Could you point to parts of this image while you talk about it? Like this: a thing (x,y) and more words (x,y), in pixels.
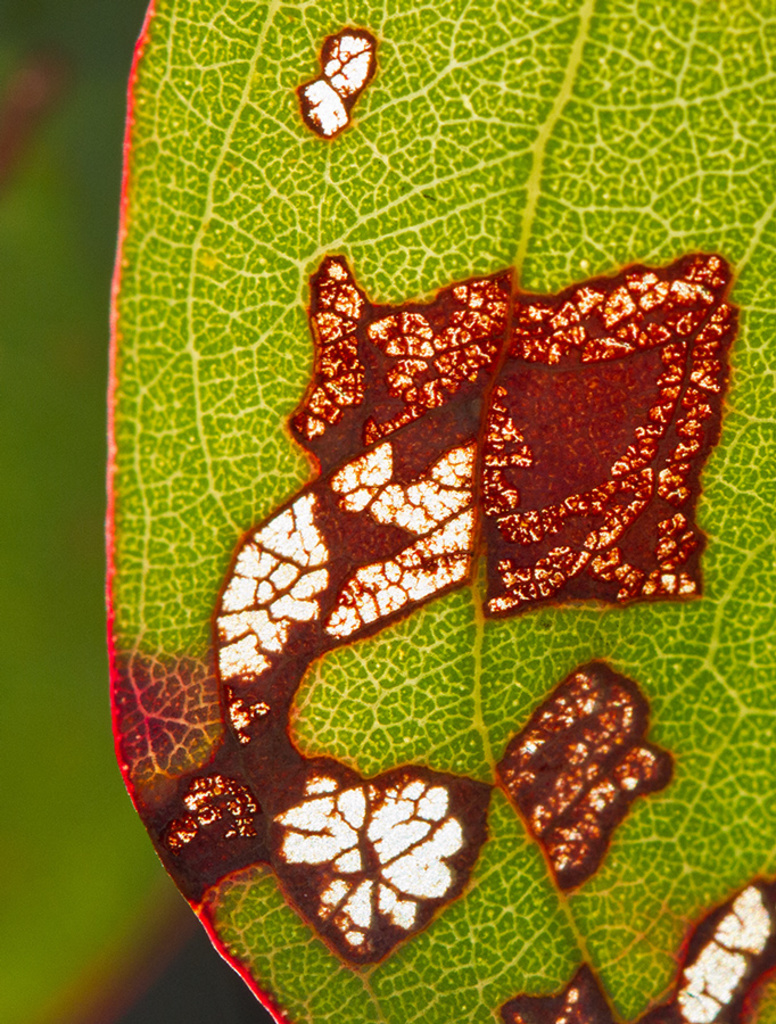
Here we can see a leaf (446,367). In the background (52,167) the image is blur.
